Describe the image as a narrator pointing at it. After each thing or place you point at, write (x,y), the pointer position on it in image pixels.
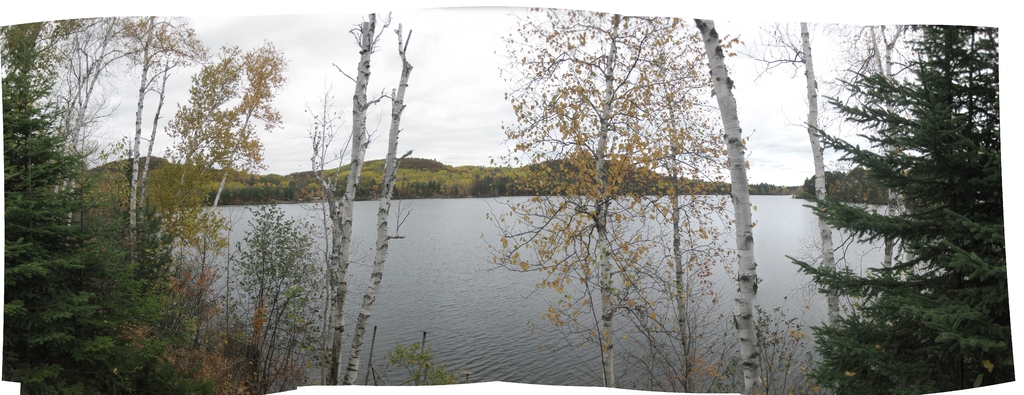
Here in this picture we can see a river (293,208) as we can see water (410,226) present all over there and we can also see plants (312,270) and trees (598,237) in the front (680,246) and in the far we can see mountains (428,186) that are covered with grass (414,183) and plants (308,185) over there and we can see clouds (706,175) in the sky (475,156) over there.
